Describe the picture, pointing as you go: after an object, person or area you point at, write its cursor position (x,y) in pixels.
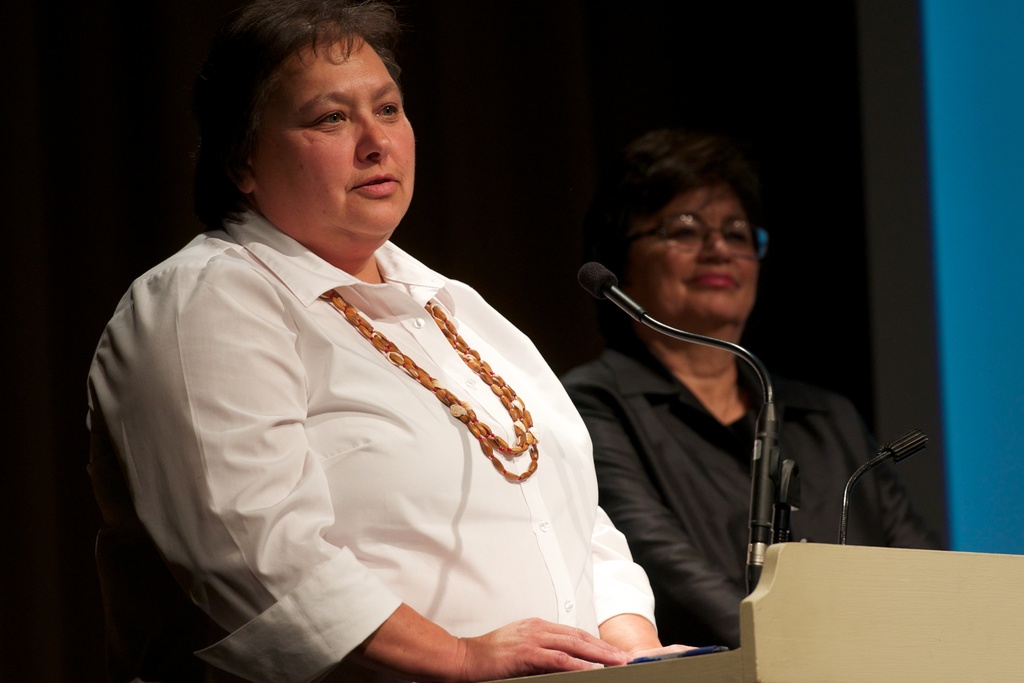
In this image I see 2 women (344,321) in which this woman (306,282) is wearing white shirt (242,389) and this woman (672,378) is wearing black dress (674,457) and I see the mics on this thing (800,568) and it is dark in the background (42,452).
